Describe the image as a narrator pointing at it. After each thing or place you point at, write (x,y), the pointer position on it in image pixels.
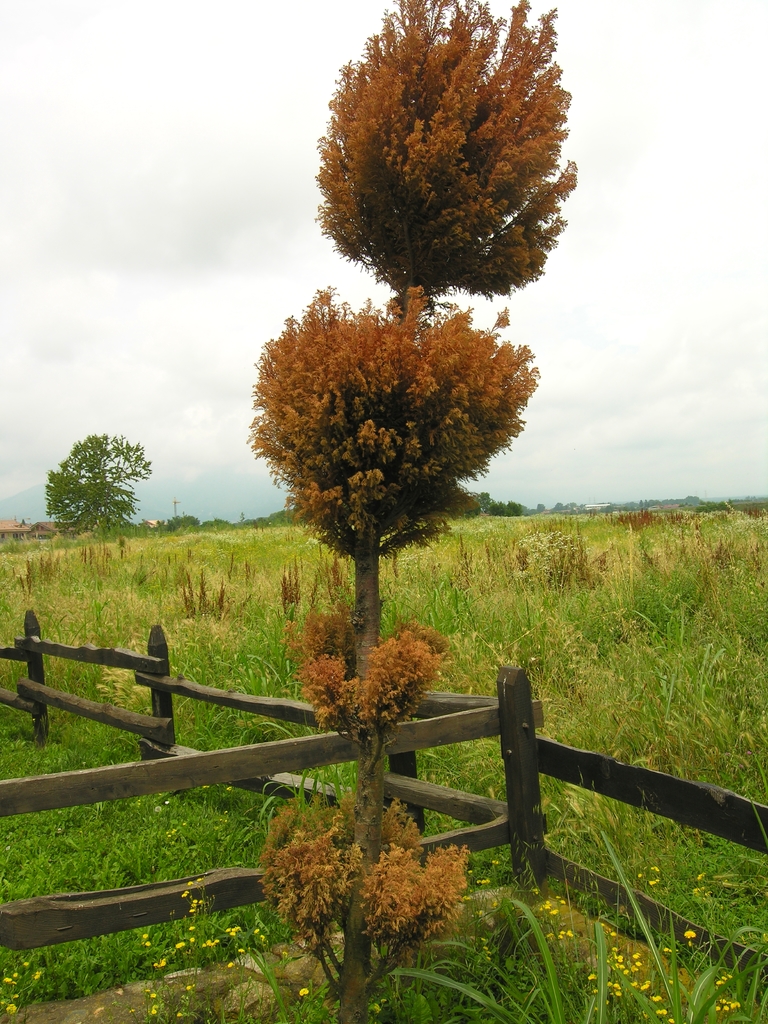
In this picture I can see the brown color plant (355,479) near to the wooden fencing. In the background (248,624) I can see the farm land (248,636), plants (58,556), grass (671,624), trees (61,511), poles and building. In the top left (232,145) I can see the sky (128,86) and clouds (88,149).
